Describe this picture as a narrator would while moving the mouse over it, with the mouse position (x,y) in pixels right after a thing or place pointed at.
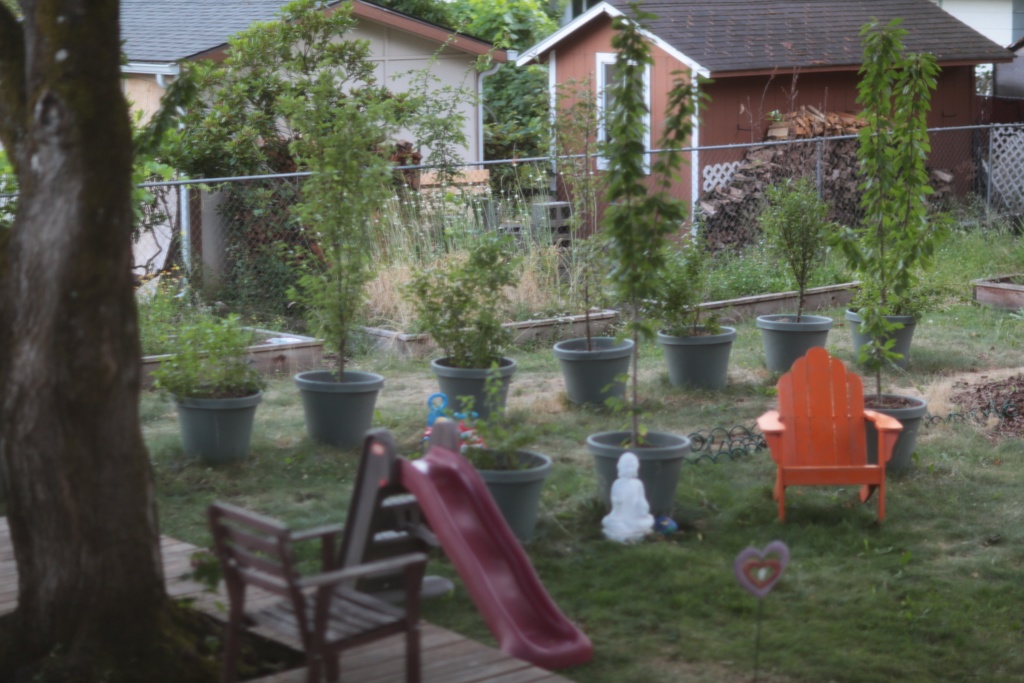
In this image I can see a chair (370,596), flower pot (659,463) and a house (688,34).
